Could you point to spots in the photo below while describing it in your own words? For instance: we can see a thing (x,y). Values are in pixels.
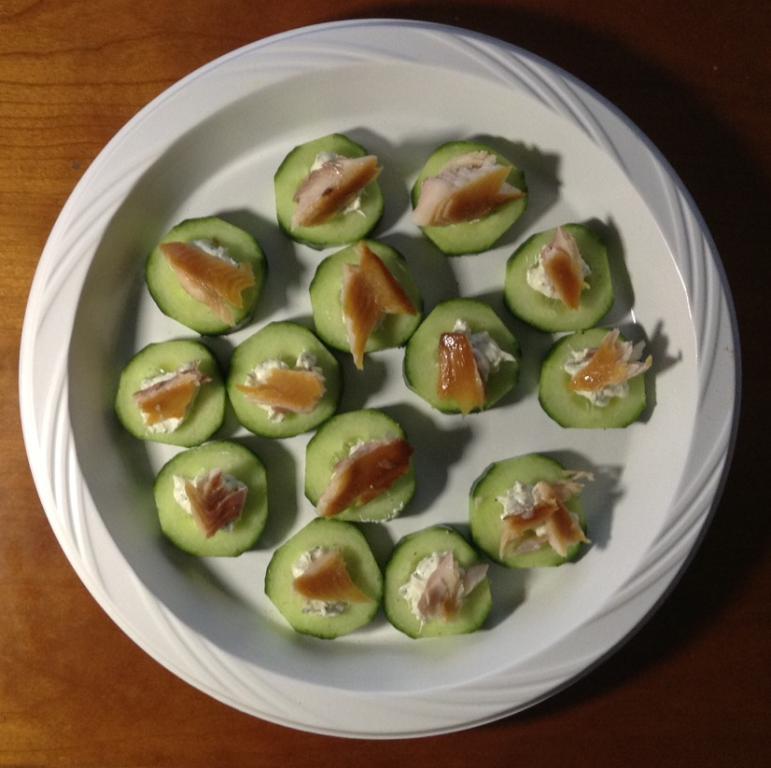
This image consists of food (406,347) which is on the plate (353,396) in the center (269,487).
